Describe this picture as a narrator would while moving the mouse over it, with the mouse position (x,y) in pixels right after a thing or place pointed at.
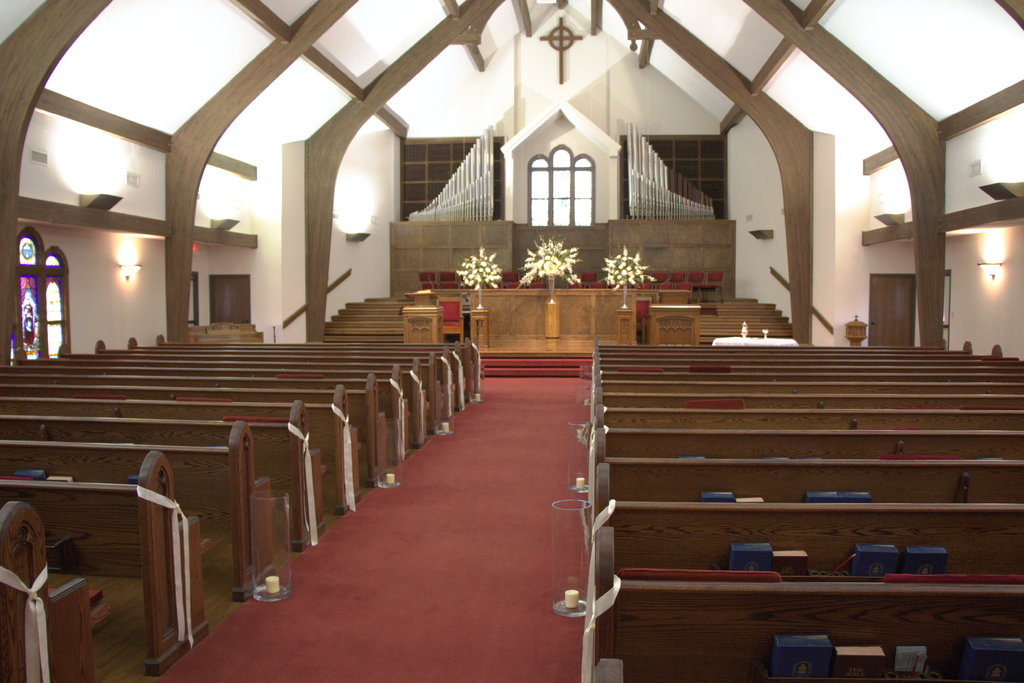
This is the picture of a building (372,272). In this image there are benches (90,505) and there are candles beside the benches (662,677). At the back (761,337) there are flower vases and there are tables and chairs (649,297) and there are objects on the table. At the back (730,307) there are staircases (521,367). At the top (992,198) there are lights (895,220). On the right side of the image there is a door (895,334). On the left side of the image (41,272) there is a window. At the bottom (508,624) there is a red carpet (522,508).
